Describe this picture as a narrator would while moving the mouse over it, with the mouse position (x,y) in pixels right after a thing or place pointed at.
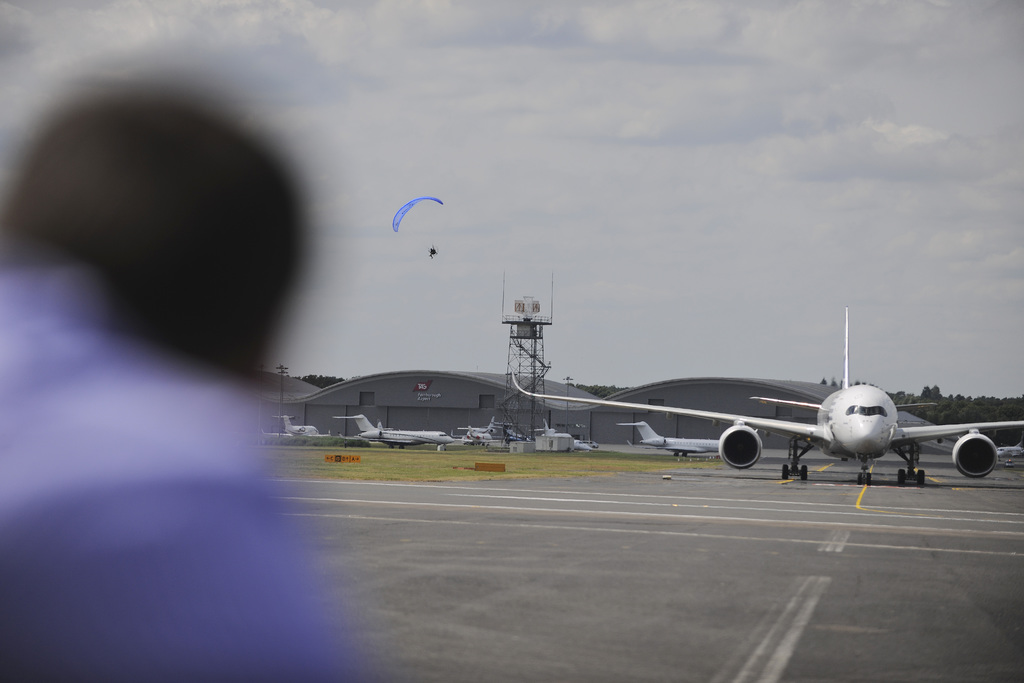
In this image we can see flight (849,450) on a runway (787,515). In the back (512,418) there is a tower (515,402). Also there are flights (362,429) and a building (389,394). On the left side (193,395) we can see person (143,503) and looking blur. In the background (600,182) there is sky (600,182) with clouds (698,222). And there is a parachute (410,211). Also there are trees (936,415).
